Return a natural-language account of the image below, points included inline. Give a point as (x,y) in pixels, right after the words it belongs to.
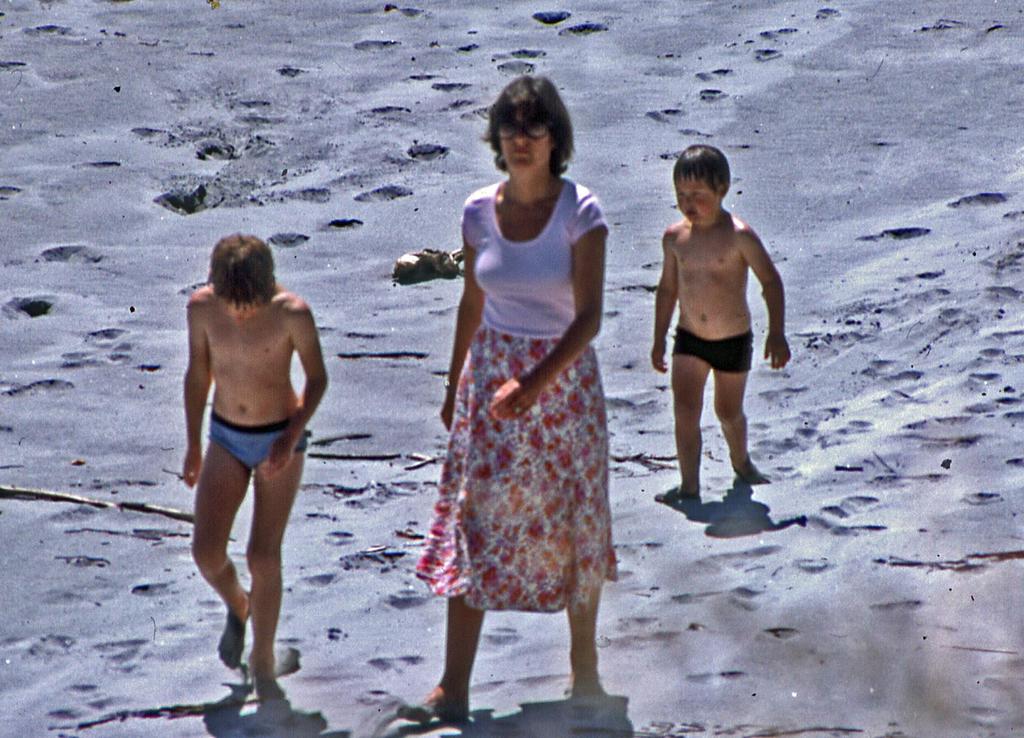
In this image we can see there are three people (529,299), one woman (487,365) and two kids (675,368) are walking on the sand (792,304).
